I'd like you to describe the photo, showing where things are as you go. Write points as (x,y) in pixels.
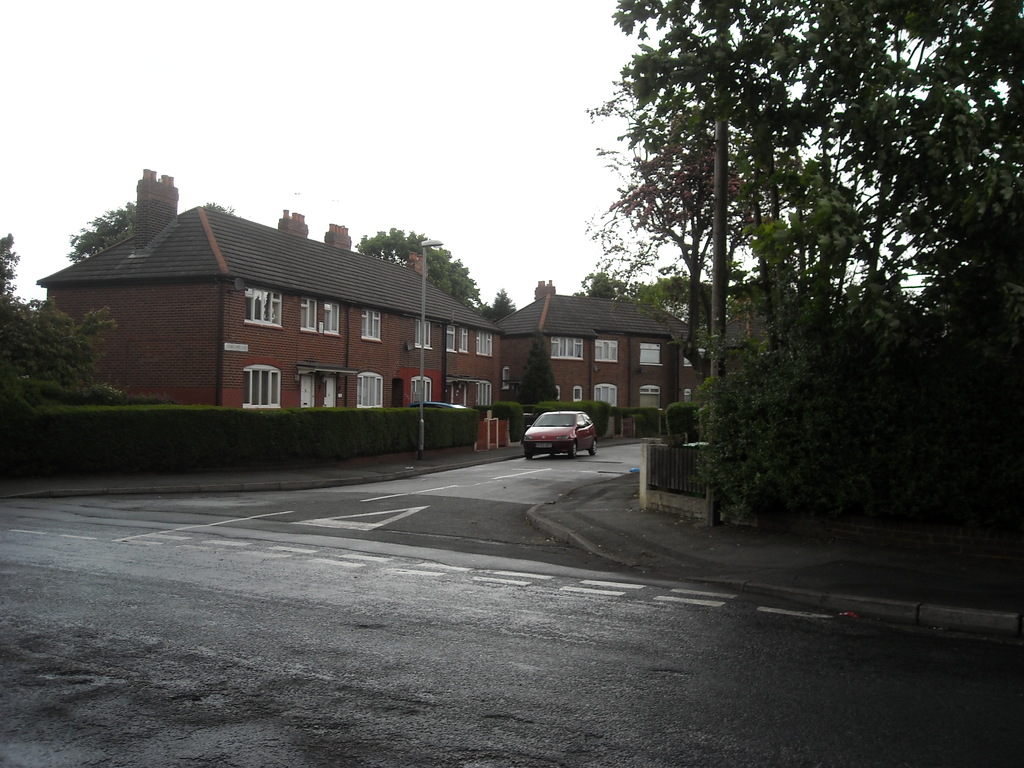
In this image we can see two buildings (478,345). There is a road (820,727) and sky (471,73) in the image. There are many trees (739,292) and plants (493,405) in the image. There are two street poles (724,335) in the image.
